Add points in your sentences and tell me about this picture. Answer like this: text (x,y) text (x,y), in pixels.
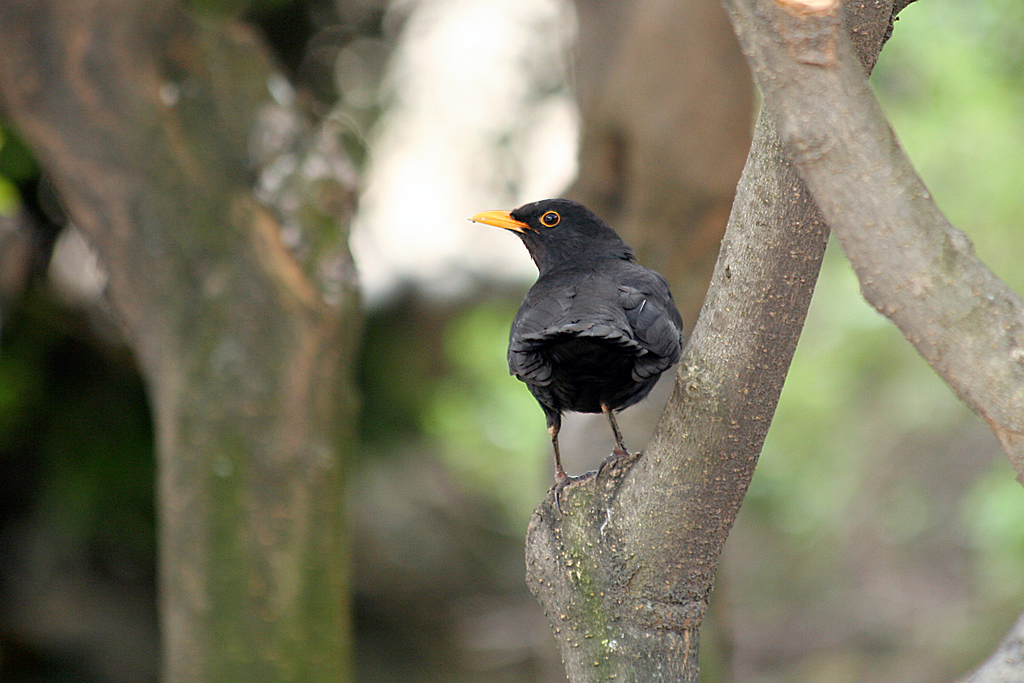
In this image we can see a black color bird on the tree branch (712,442). The background of the image (981,13) is blurred.
